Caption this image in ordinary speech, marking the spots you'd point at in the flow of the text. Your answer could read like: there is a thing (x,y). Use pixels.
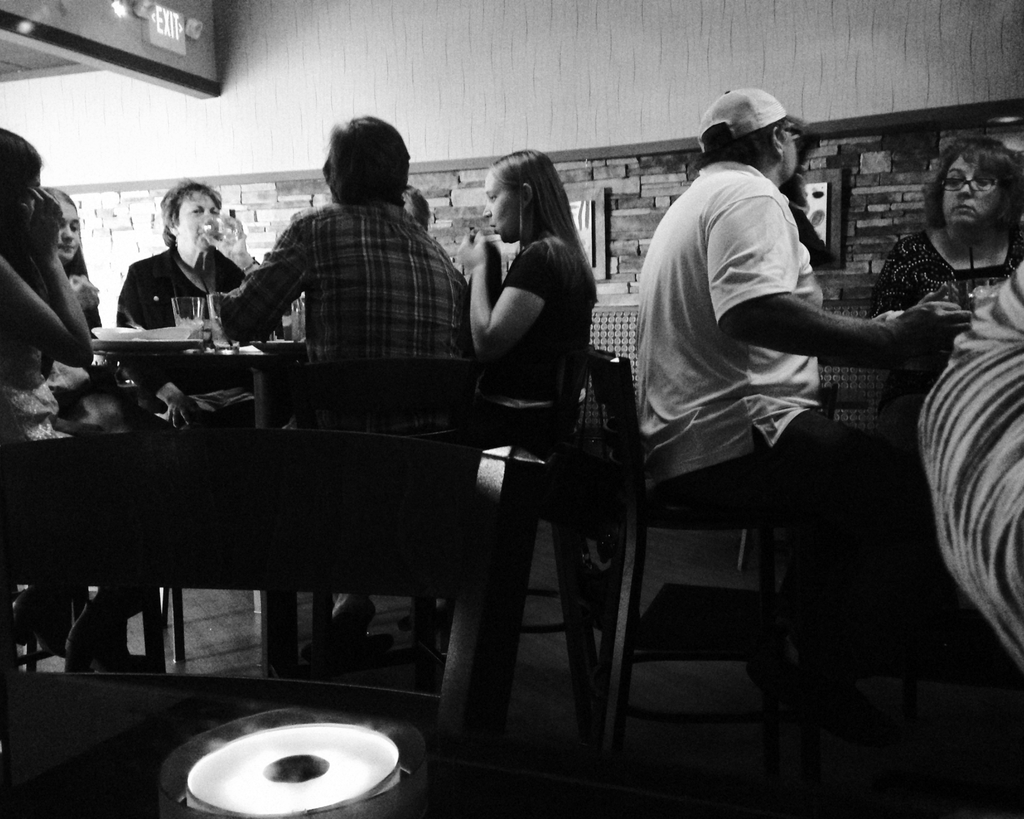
This picture shows a group of people (592,280) seated on the chairs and we see woman (194,218) holding a glass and drinking.
